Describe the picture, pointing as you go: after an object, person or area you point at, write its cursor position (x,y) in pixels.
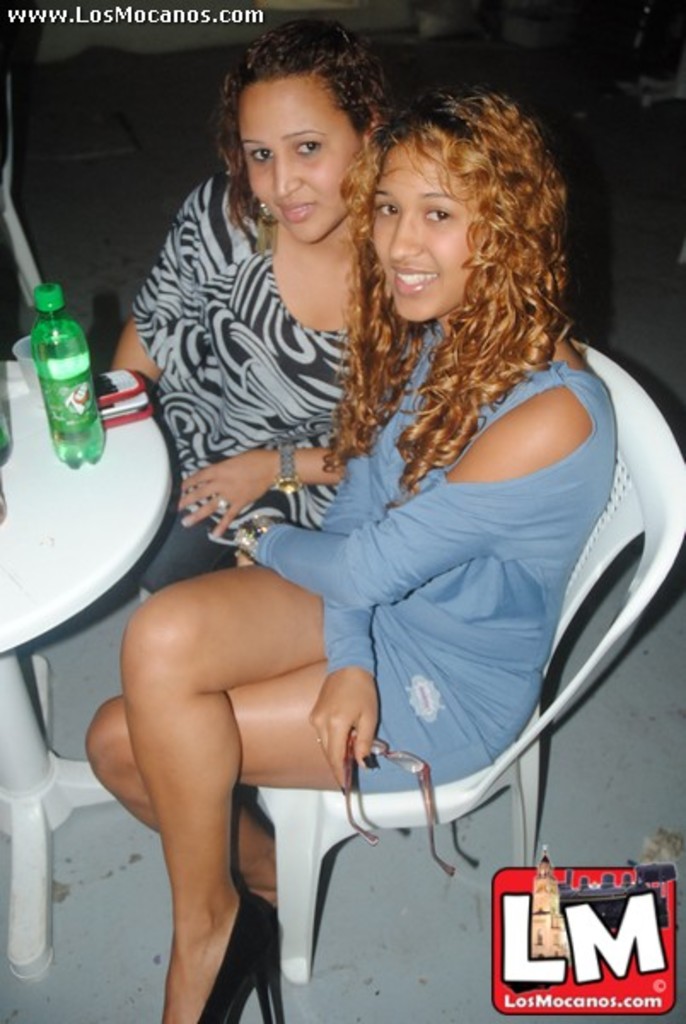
In this picture we can see two women (306,391) are seated on the chair (308,814), in front of them we can see a bottle (41,379) and mobiles (109,405) on the table (43,520).
